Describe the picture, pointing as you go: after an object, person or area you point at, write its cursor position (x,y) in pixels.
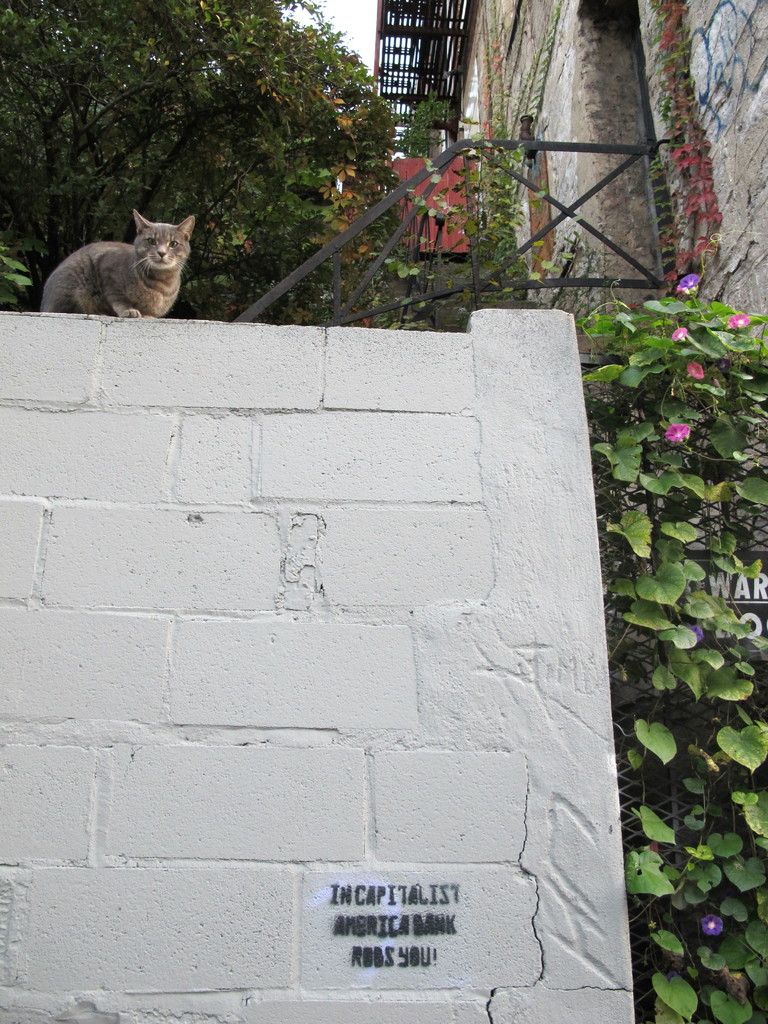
In this image, we can see a white color wall (505,993) and there is a cat (123,292) sitting on the wall (115,338), at the right side (672,659) we can see some green color leaves (640,432).
